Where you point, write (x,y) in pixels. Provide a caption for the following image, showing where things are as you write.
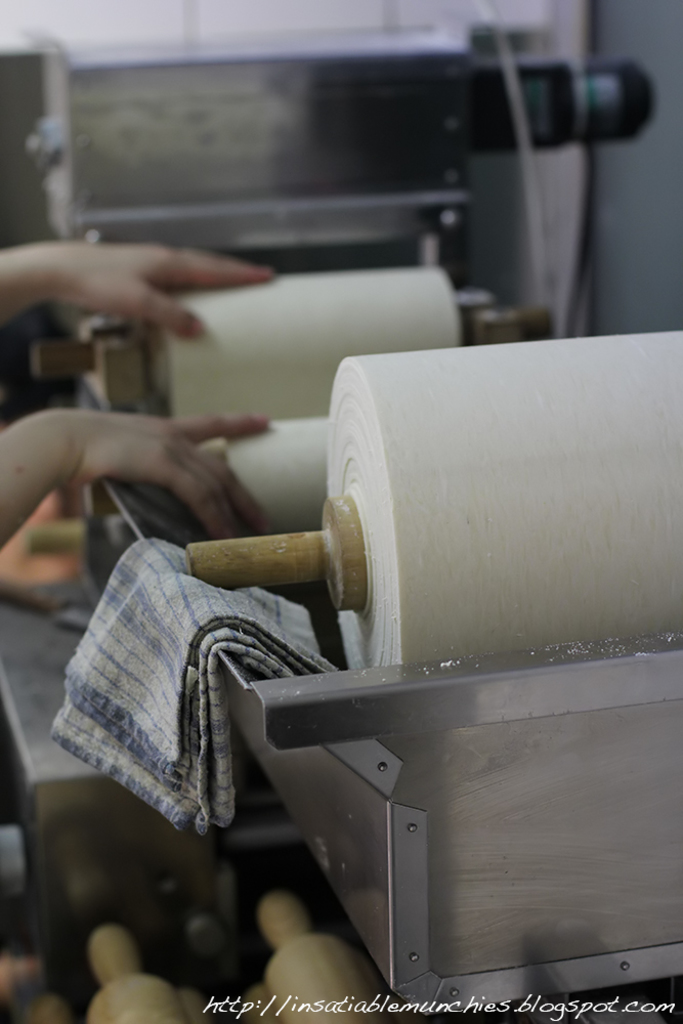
In this image there are hands (78,270) on a rolling machine (135,381) and there is a cloth (224,768), at the bottom (230,1017) there is some text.
